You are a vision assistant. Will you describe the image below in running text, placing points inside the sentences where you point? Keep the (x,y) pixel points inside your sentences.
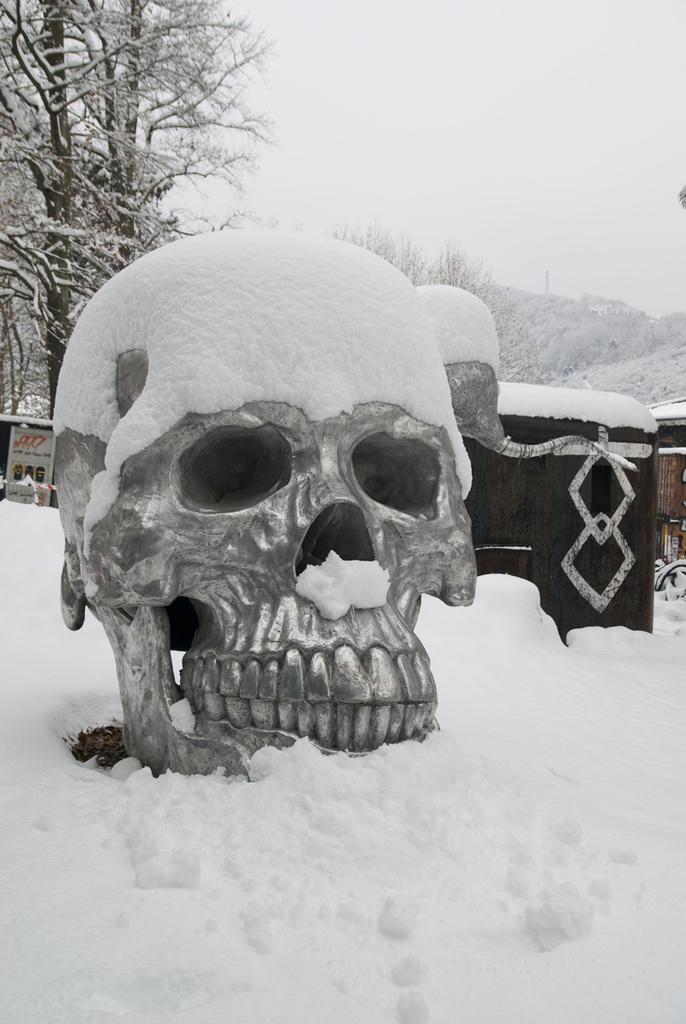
In this image I can see a skull (237,531) and on it I can see snow (301,371). I can also see a building (651,499), a board (17,489), few trees (136,192), snow (394,952) and on this board (32,452) I can see something is written.
